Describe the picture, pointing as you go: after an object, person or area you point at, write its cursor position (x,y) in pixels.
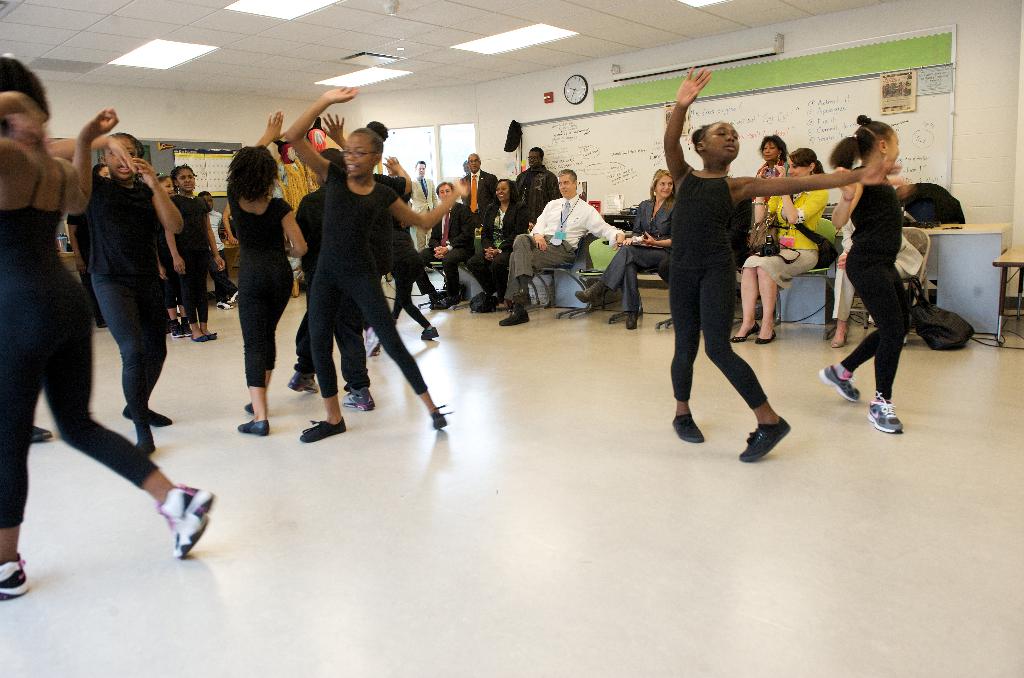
In this image there are girls (188,279) dancing on the floor (45,493). Behind them there are people (446,217) sitting on the chairs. Behind the chairs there is a whiteboard (622,134) on the wall (379,108). There is text (587,149) on the board (621,137). Above the board (596,161) there is a clock (570,85) on the wall (532,90). There are lights (268,3) to the ceiling (247,18). There is a glass window (428,144) to the wall (388,119).
